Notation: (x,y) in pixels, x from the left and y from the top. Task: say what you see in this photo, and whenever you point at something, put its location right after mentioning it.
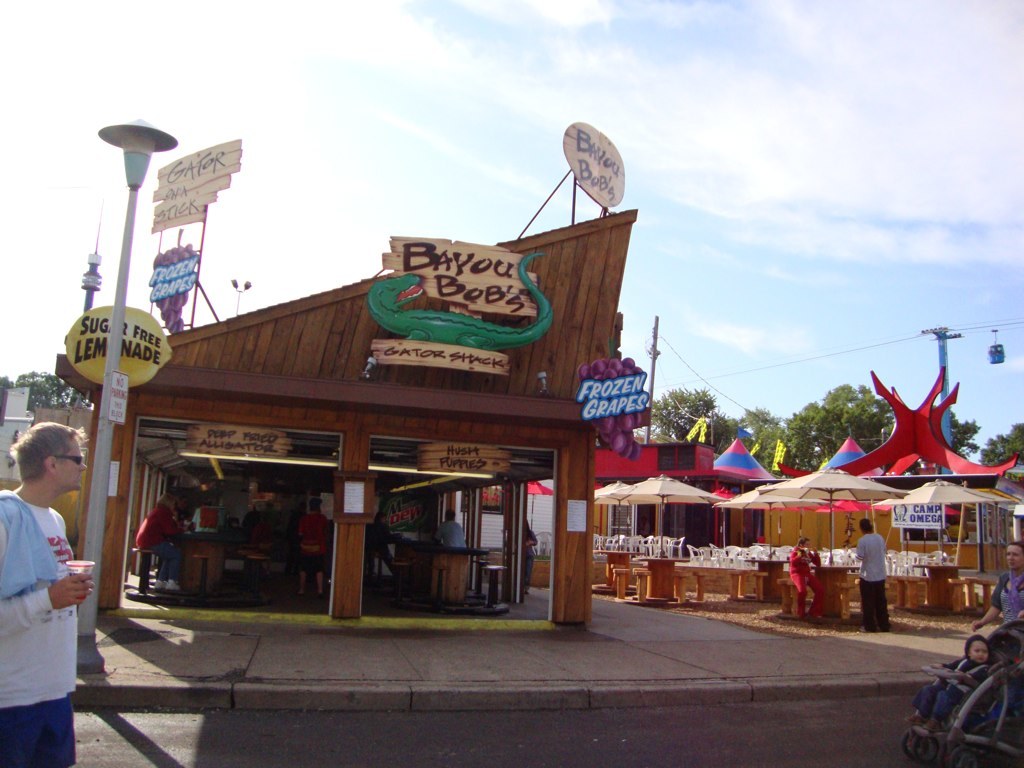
In this image, we can see store (406,599), few chairs (670,543), tables (202,551), stools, people (40,606), umbrellas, few objects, street light (98,449), board (115,393), hoardings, trees (665,420), cable car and rope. At the bottom of the image (675,702), there is a walkway (678,748). Here a kid (935,718) is sitting in the stroller (970,727). Background (812,140) there is a sky (826,134). Left side of the image (45,625), a person (56,614) is holding some object (77,570).
